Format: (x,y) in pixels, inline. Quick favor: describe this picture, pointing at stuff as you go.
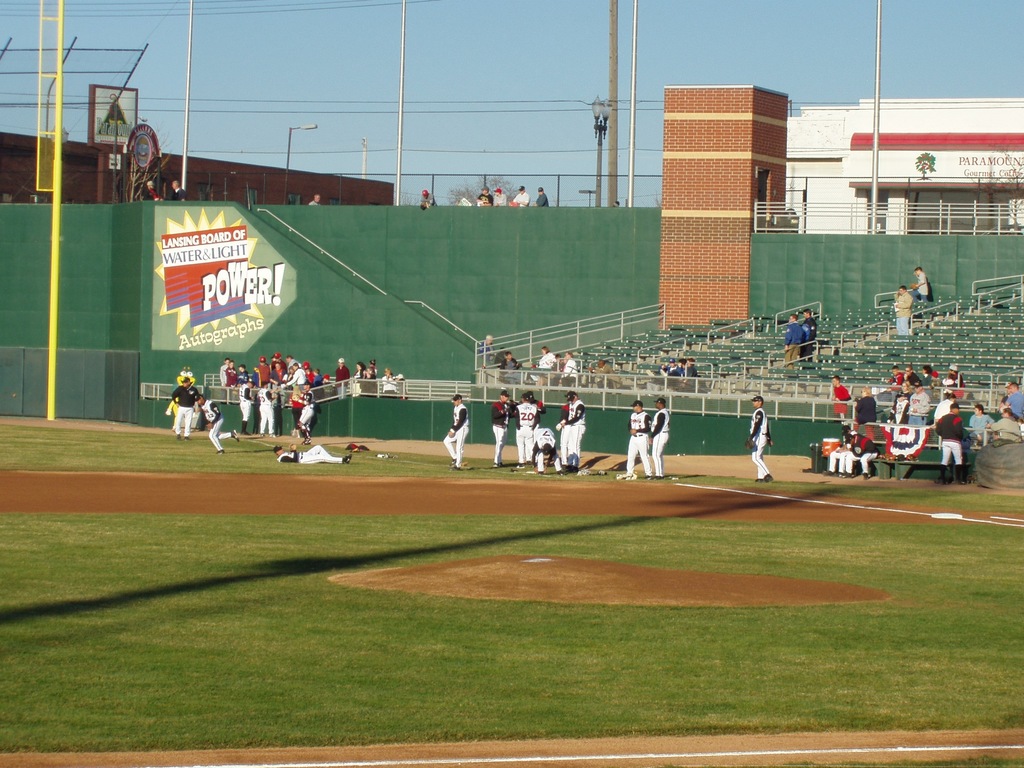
In this image we can see many players (529,396) wearing white dresses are on the ground (311,709). Here we can see a few people (910,380) in the stadium (584,348), green color wall (366,316), the brick wall (709,283), a few people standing here, we can see building (820,205), light poles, trees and the sky (445,119) in the background (324,78).
